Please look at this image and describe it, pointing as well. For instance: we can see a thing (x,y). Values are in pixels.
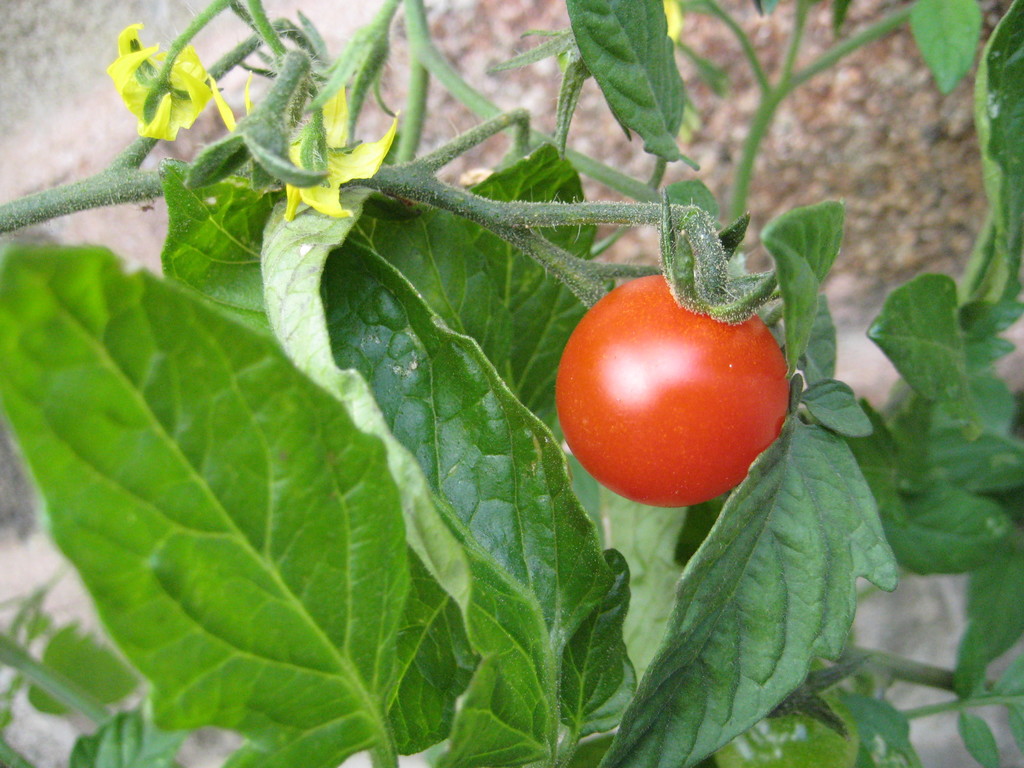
In this image I can see there is a tomato plant (482,426) on the surface (708,134) and there are flowers (202,101) on it.
